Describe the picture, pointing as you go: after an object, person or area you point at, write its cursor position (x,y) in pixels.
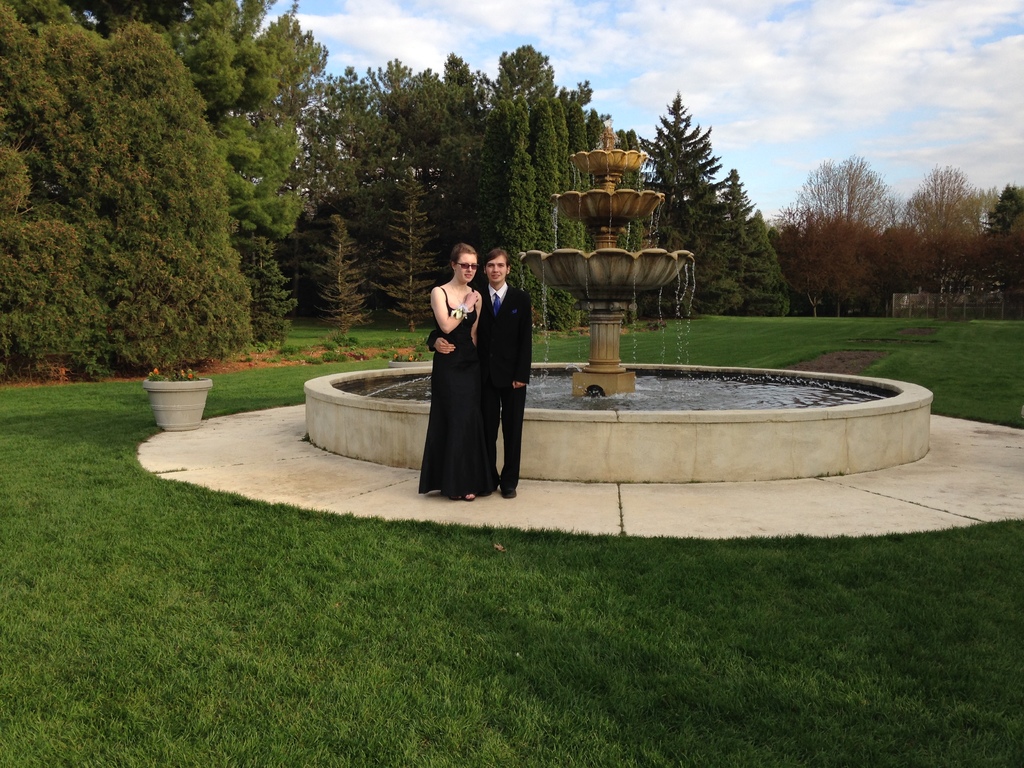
In this image we can see man (524,346) and a woman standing near the fountain (541,414). In the background (427,91) we can see sky (687,61) with clouds (908,130), trees (821,273), ground (859,318), house plant (178,397) and a fountain (644,264).
